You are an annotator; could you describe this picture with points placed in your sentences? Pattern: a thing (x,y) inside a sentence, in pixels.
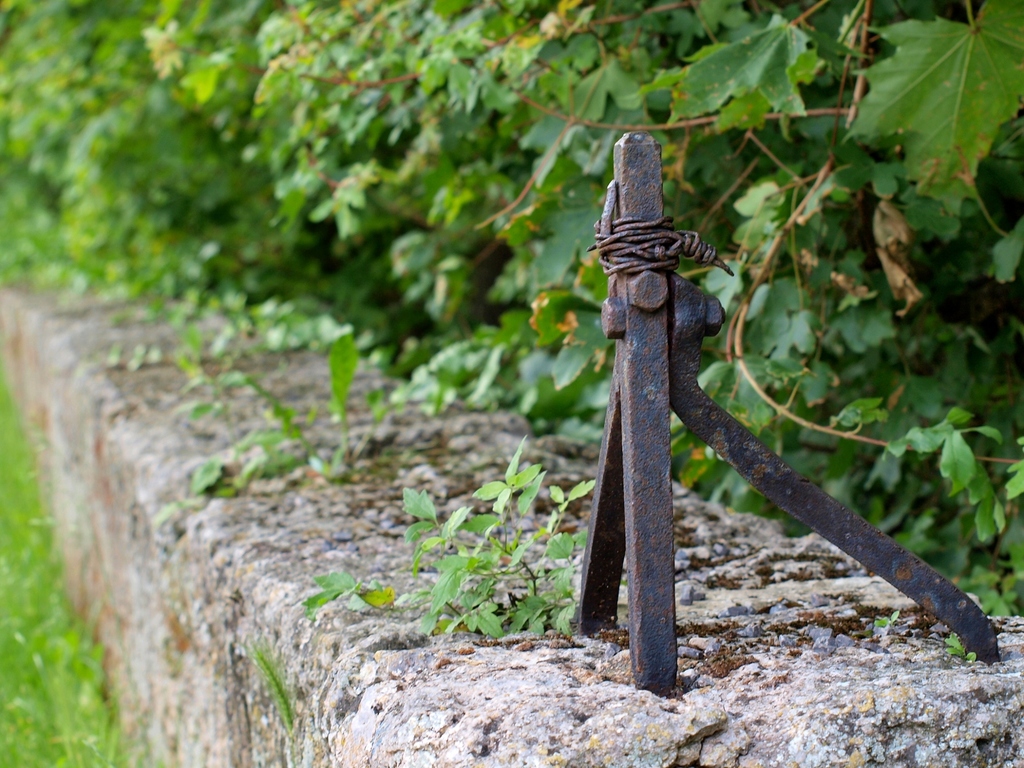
In the image we can see a metal object (657,477) on the wall (482,470). Here we can see the leaves (522,289), grass (58,709) and the background (232,43) is slightly blurred.
